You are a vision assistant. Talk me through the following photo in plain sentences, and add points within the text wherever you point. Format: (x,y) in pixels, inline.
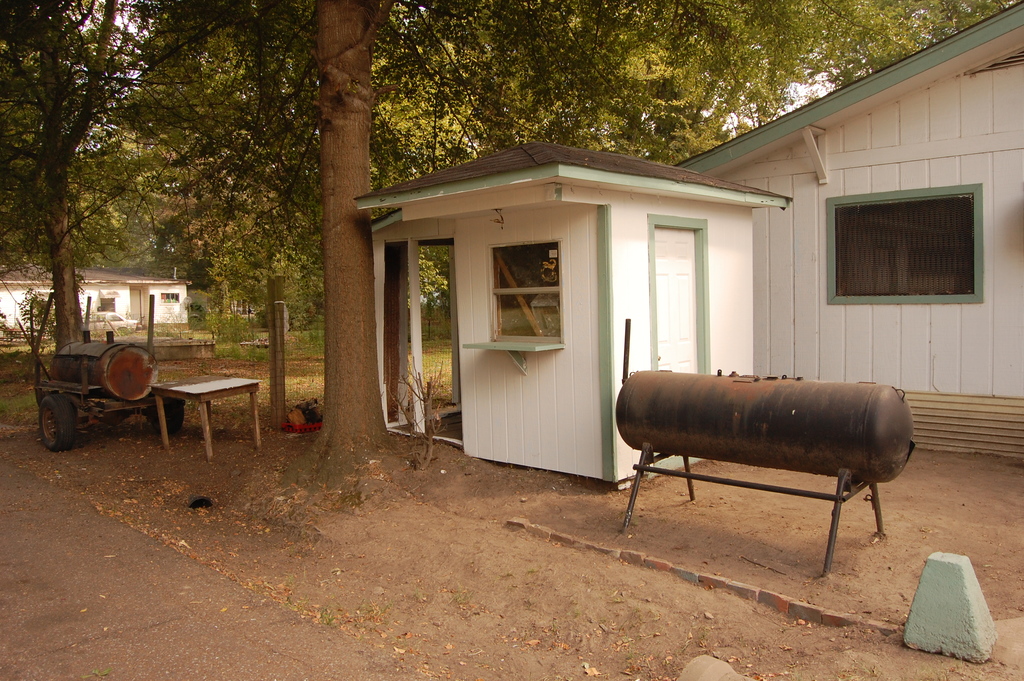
At the bottom of the image (194,524) there is a road (92,505) and on the ground (137,529) there are dry leaves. There is a cart (69,361) with cylinder shaped object (111,368) and also there is a stand (629,507) with cylinder shaped object (704,417). There is a house (667,253) with walls (575,272), windows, doors (708,349) and roofs (706,163). There are many trees (276,161). In the background (174,282) there is a building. On the right side of the image (947,634) there is a stone (937,594) on the ground (921,669).
